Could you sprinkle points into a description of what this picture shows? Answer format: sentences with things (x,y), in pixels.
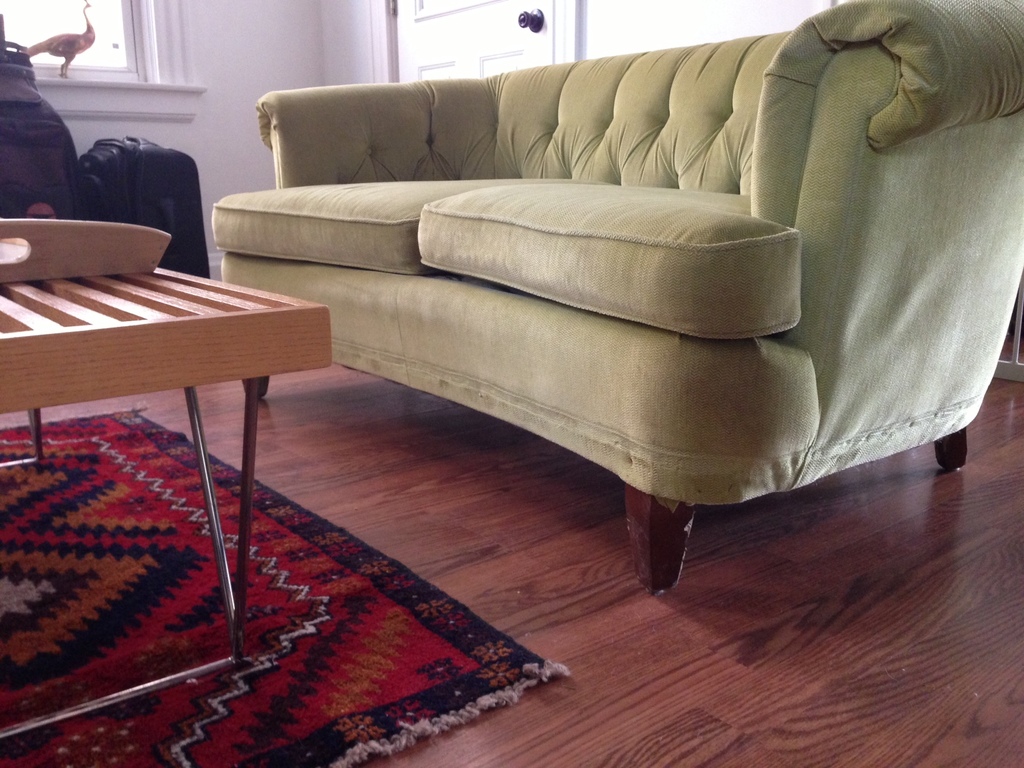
Sofa (327,263) and a table (180,272) beside a window (110,56) with a door (436,40) in the background (449,33).
